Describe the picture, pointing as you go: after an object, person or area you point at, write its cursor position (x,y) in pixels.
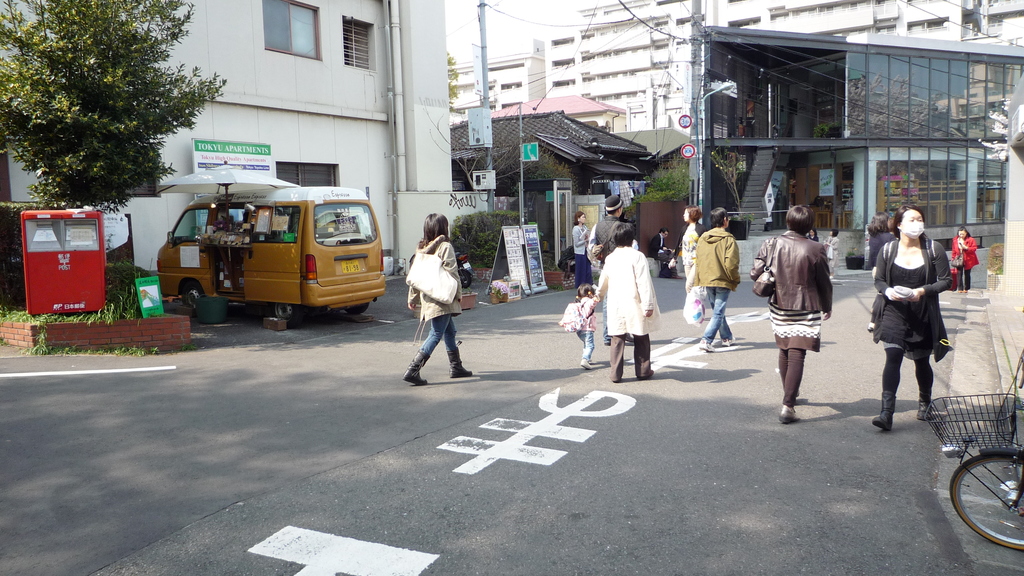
There is a road (492,405) and many people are walking on the road (292,379), on the left side (339,292) there is a van (276,215) and beside the van (289,212) there is a tree (81,186) and in front of the tree (120,150) some object (84,233) is kept, behind the tree (192,106) there is a huge building (328,142) and there are some houses (555,147) and apartments (666,24) around the road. On the right side (1013,465) there is a cycle (979,437) parked beside the footpath (995,355).
